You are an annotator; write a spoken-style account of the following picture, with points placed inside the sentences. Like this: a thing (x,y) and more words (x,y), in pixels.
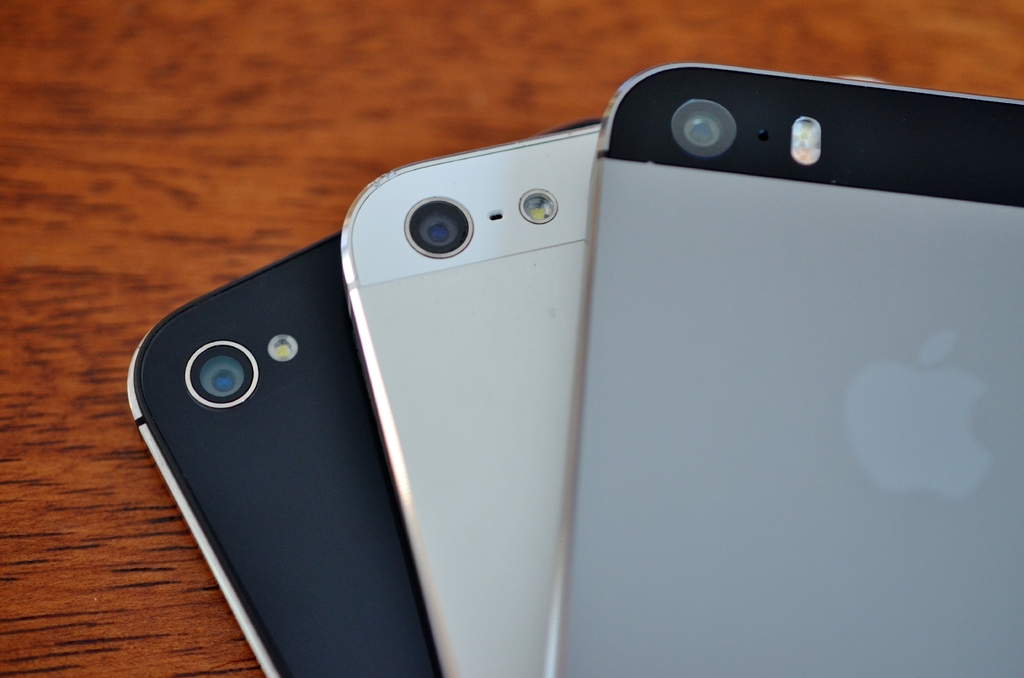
The picture consists of three Phones (300,406) on a wooden desk (246,114).
